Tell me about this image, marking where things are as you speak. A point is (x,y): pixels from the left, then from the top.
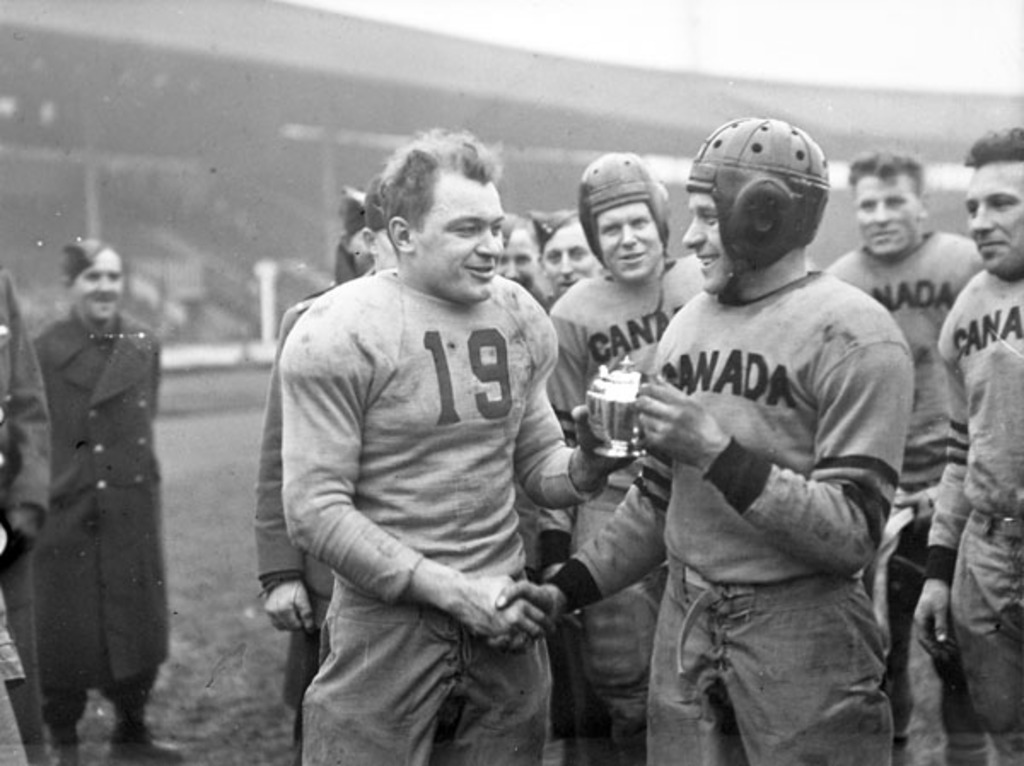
This is a black and white picture, in this image we can see a few people (417,515) standing, among them some are wearing the helmets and in the background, it looks like a building (51,197).
